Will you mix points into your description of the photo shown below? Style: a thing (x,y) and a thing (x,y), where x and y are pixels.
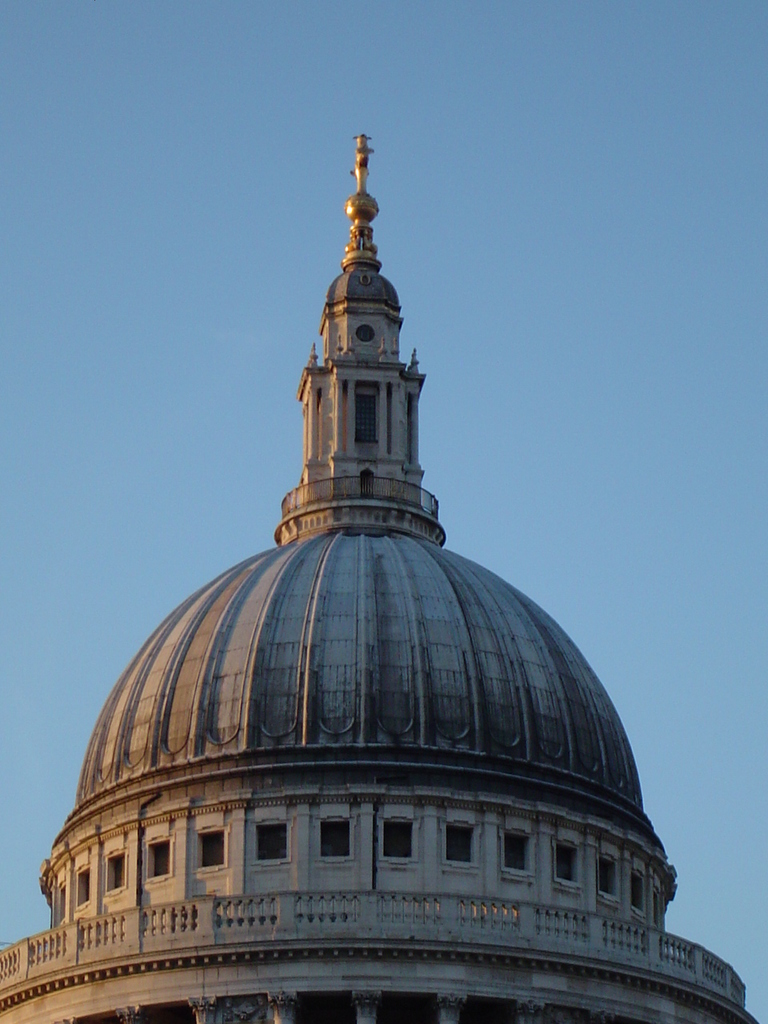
In the picture I can see a building (350,740). In the background (592,360) I can see the sky (466,232).
